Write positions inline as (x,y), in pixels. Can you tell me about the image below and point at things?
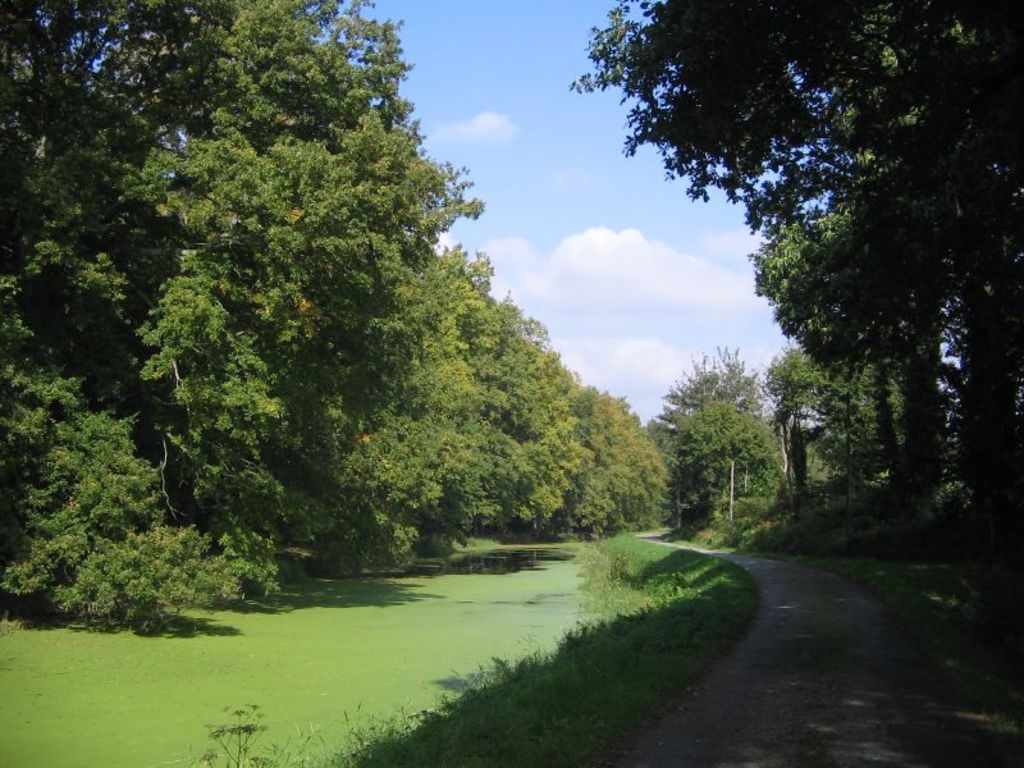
In this image we can see a pond (318,633). There are many trees (600,439) and plants (641,666) in the image. There is a road (870,697) in the image. There is a blue and cloudy sky (611,234) in the image.
